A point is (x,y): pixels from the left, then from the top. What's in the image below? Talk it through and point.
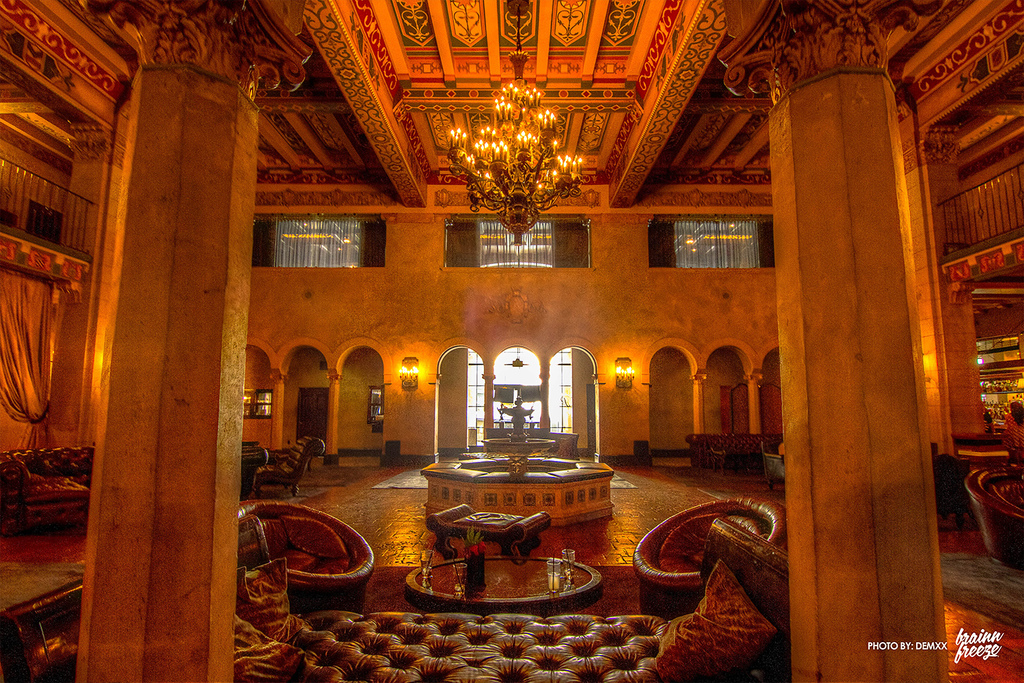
In this image we can see the inner view of the building (649,251) with some furniture (415,649) and we can see some objects (634,665) like chairs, sofas (313,652) and tables (581,581). We can see a statue like structure (530,503) in the middle of the image (526,454) and there are some lights (402,378) attached to the walls (379,384) and we can see the chandelier (483,191) attached to the ceiling (568,83).
